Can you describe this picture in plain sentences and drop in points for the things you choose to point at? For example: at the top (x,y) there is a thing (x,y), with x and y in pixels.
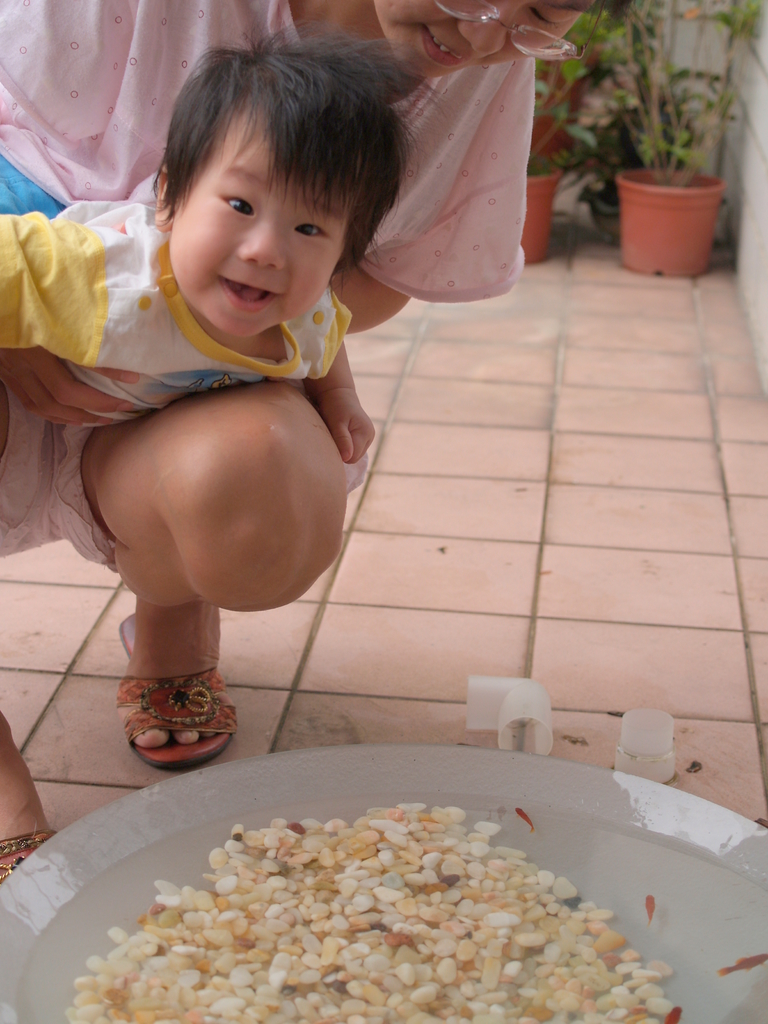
In this picture there is a woman (19,146) holding a baby (187,313) in her hands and there are few objects (355,802) in front of them and there are few plant pots (641,146) in the right top corner (631,169).
